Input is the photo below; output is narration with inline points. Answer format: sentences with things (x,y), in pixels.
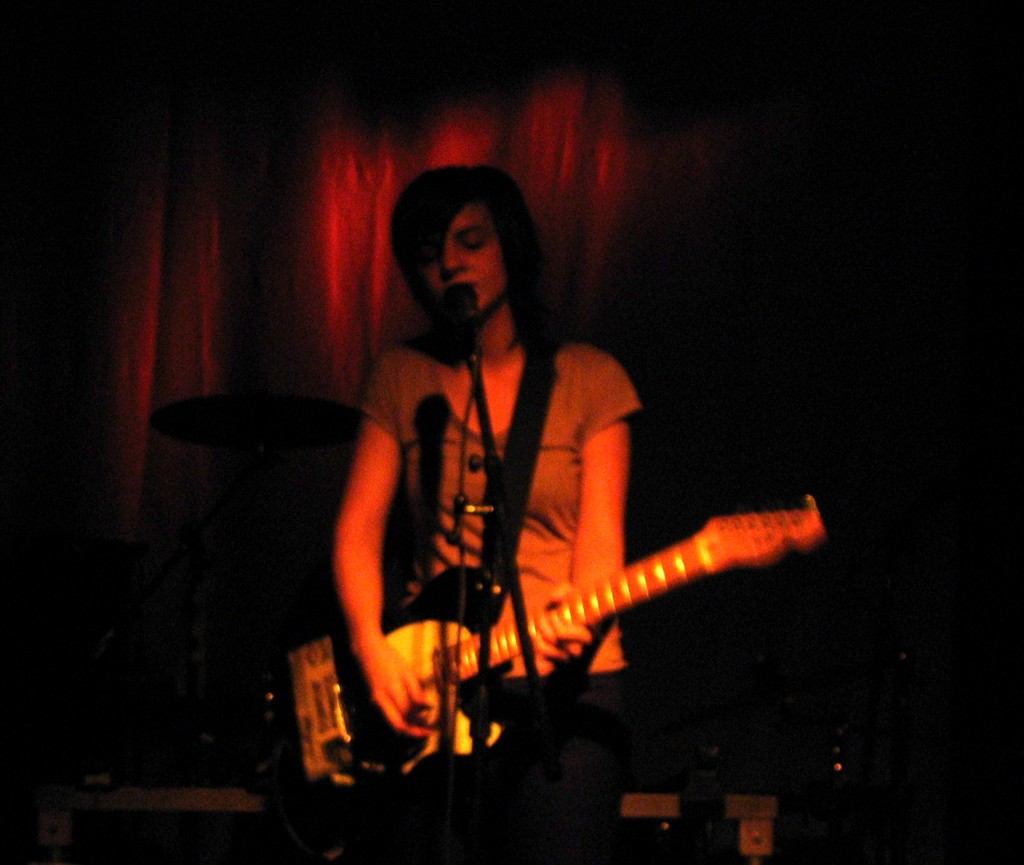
This image consists of a person (593,531) who is holding guitar (442,758) and a mike (467,294) it is in front of her. She is singing something. drums (315,434) are placed on the left side (214,468) and behind her there is a curtain (729,306). There are some boxes (236,809) in the bottom (224,805).
